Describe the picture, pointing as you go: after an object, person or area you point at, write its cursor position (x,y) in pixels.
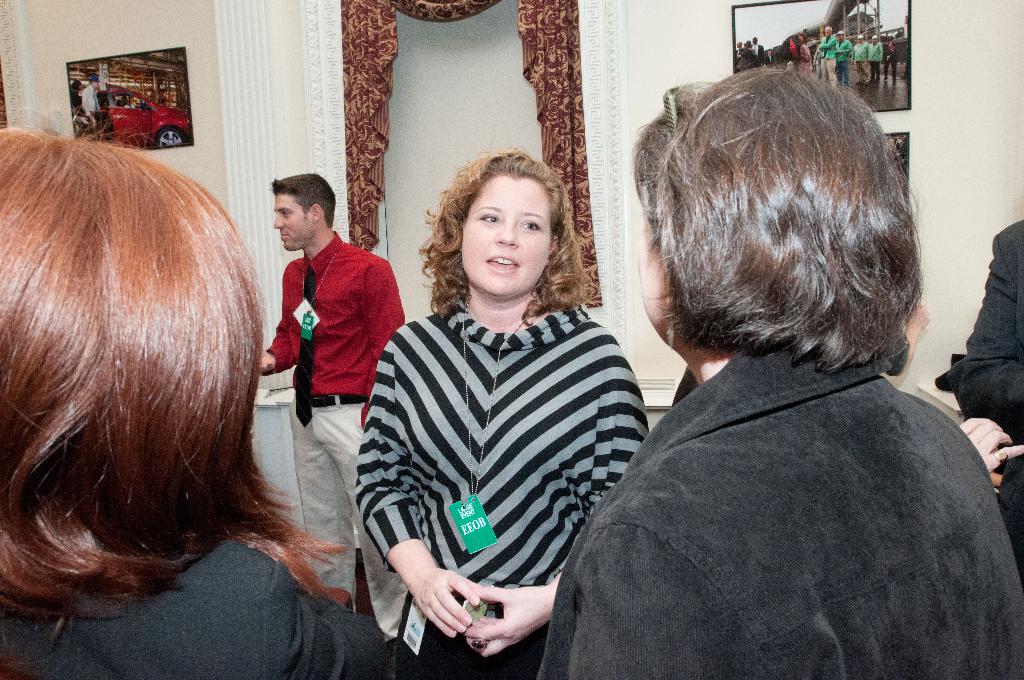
In the image I can see some people (684,330) who are wearing the tags (459,511) and also I can see some frames (867,71) to the wall (988,14).
